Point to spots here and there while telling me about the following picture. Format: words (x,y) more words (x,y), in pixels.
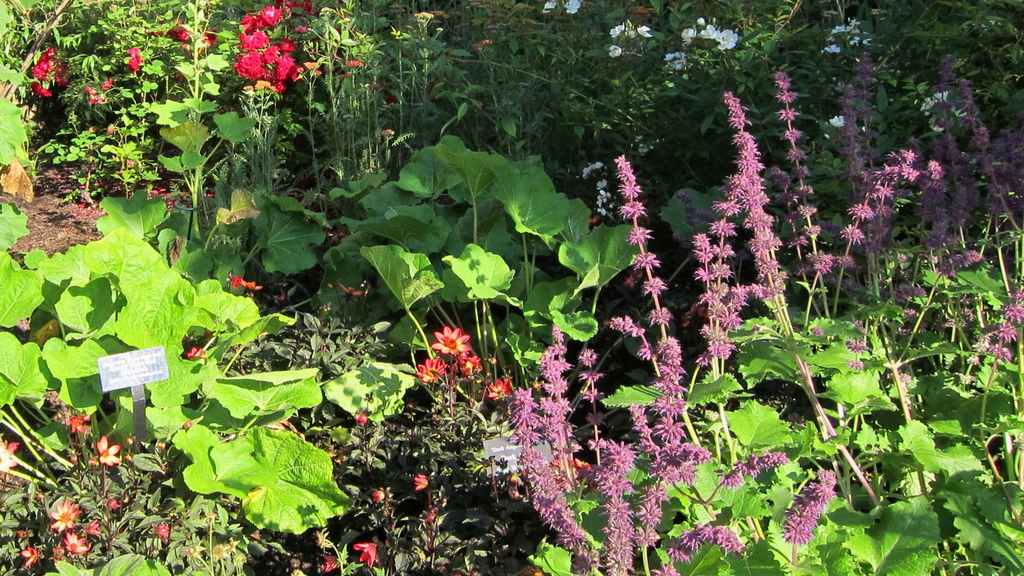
In this image we can see a group of plants (426,342) with some flowers (553,352).
